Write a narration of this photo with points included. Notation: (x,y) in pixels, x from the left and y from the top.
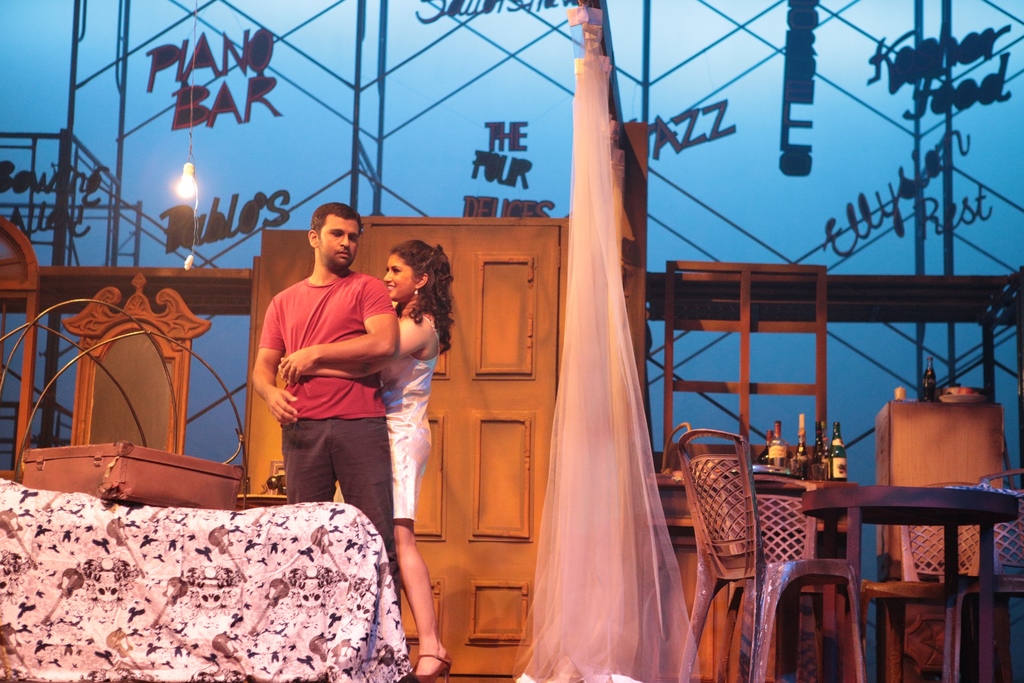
In this image I can see a man (302,325) and a woman (420,638) is standing. I can see he is wearing red t shirt (302,294) and she is wearing white dress (405,428). I can also see smile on her face (397,288). Here I can see few chairs (824,570), a table (851,493), few bottles (832,474), curtains (604,381), a light (189,198), a mirror (134,367) and in the background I can see something is written at few places.
